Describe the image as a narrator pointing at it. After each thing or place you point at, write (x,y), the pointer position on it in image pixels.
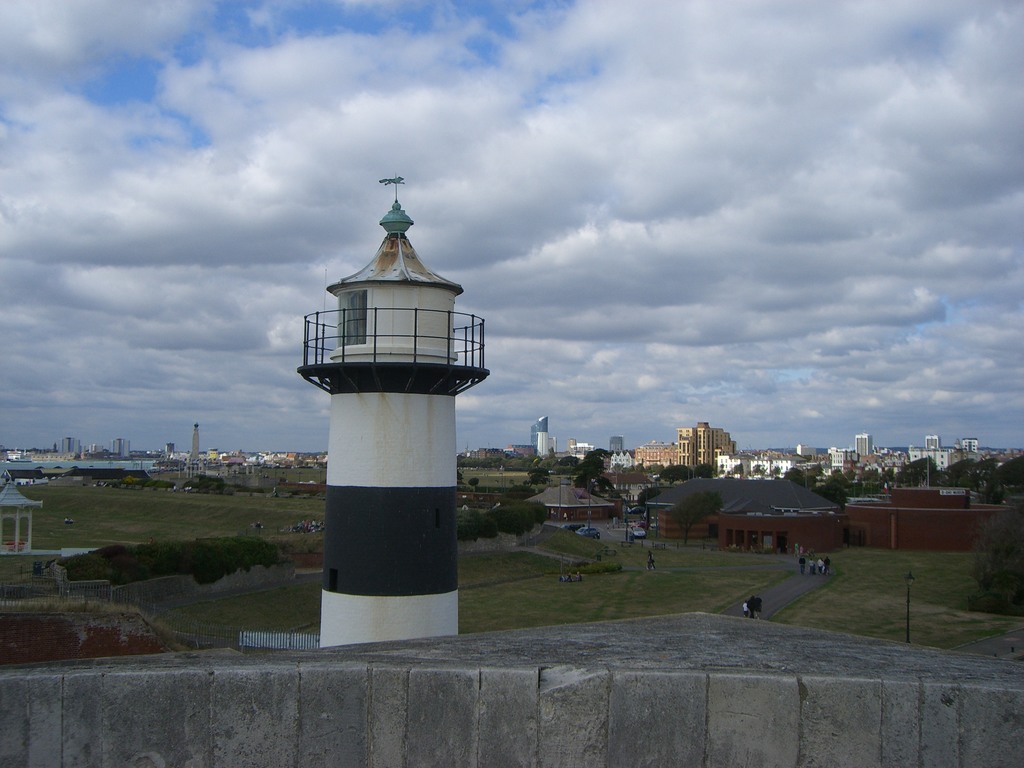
This is an outside view. At the bottom (364,696) there is a wall (398,734). In the middle of the image (407,370) there is a tower (376,315). On the right side (800,568) there are few people (811,562) walking on the road (772,604). On both sides of the road (772,604), I can see the grass (571,598). In the background (528,484) there are many buildings (689,447) and trees (857,484). At the top of the image (378,14) I can see the sky (453,184) and clouds (550,206).
